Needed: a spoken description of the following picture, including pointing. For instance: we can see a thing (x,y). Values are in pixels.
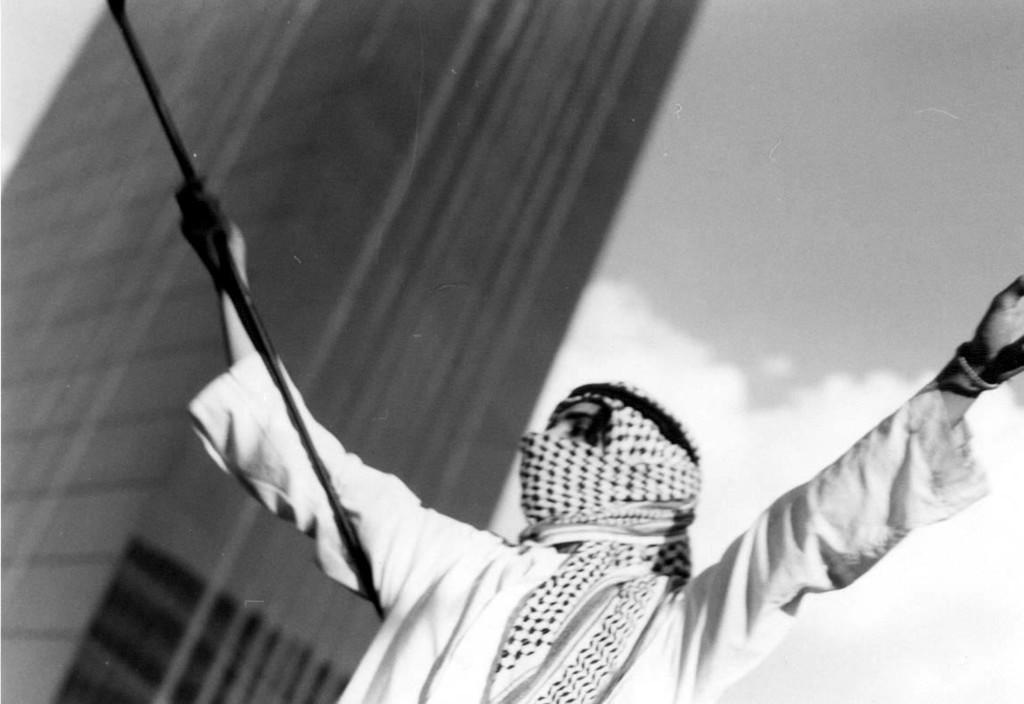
In this image I can see a person (890,523) and I can see this person (307,520) is holding a stick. I can also see a cloth (584,449) on the person's face (569,409). In the background (69,226) I can see a building (492,432), clouds (956,658) and the sky (810,160). I can also see this image is black and white in colour.
